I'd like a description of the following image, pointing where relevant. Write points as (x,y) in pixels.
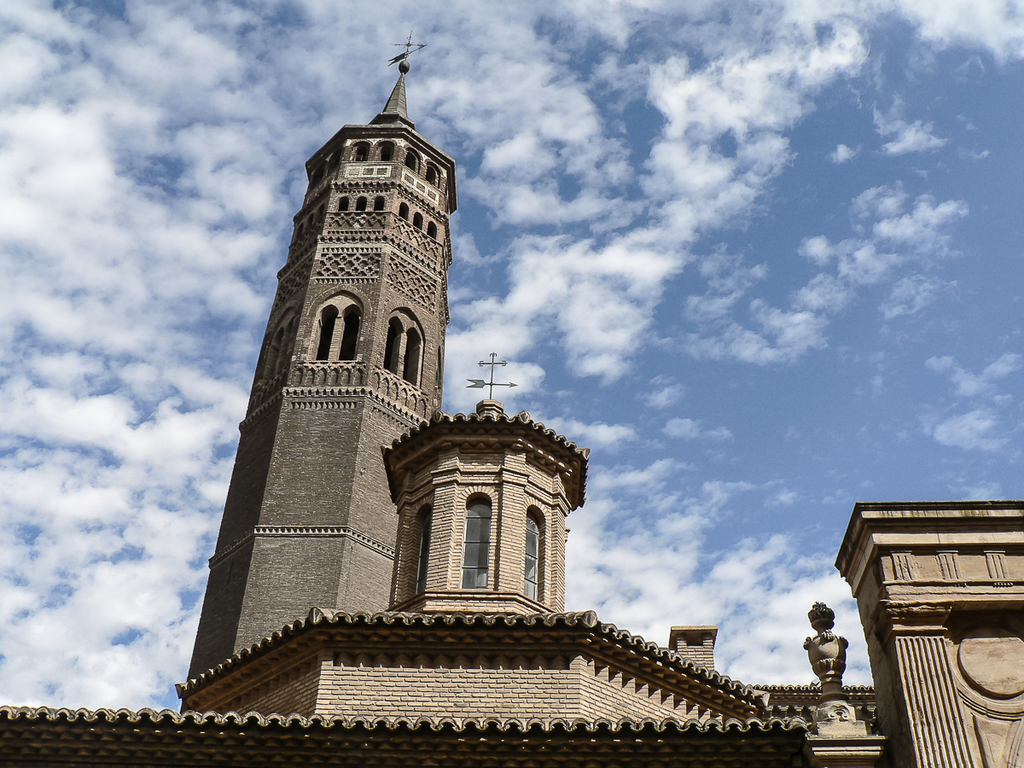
In this image we can see a building (352,584). In the background (69,412), we can see the sky (675,283).
